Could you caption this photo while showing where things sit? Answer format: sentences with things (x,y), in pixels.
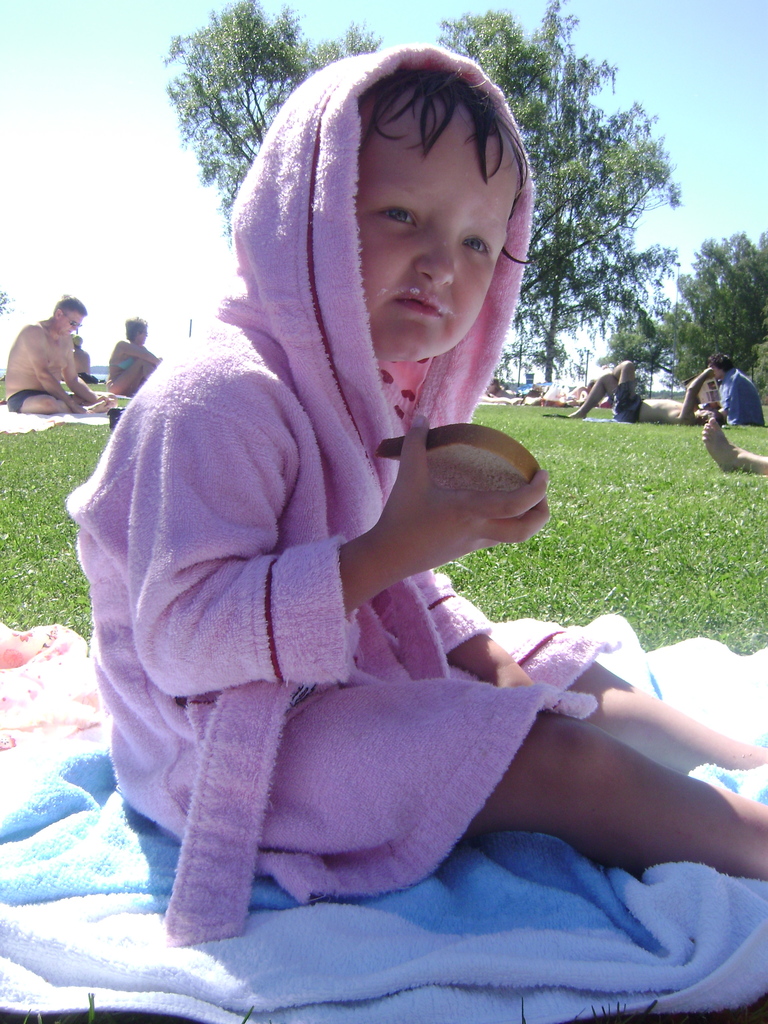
This image is clicked outside. There are trees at the top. There is sky (710,0) at the top (671,69). There are so many persons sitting on grass (583,539). In the front (426,361) there is a kid (388,537) who is wearing a bathrobe (317,597). He is holding a bread (429,434) in his hand (418,461).
